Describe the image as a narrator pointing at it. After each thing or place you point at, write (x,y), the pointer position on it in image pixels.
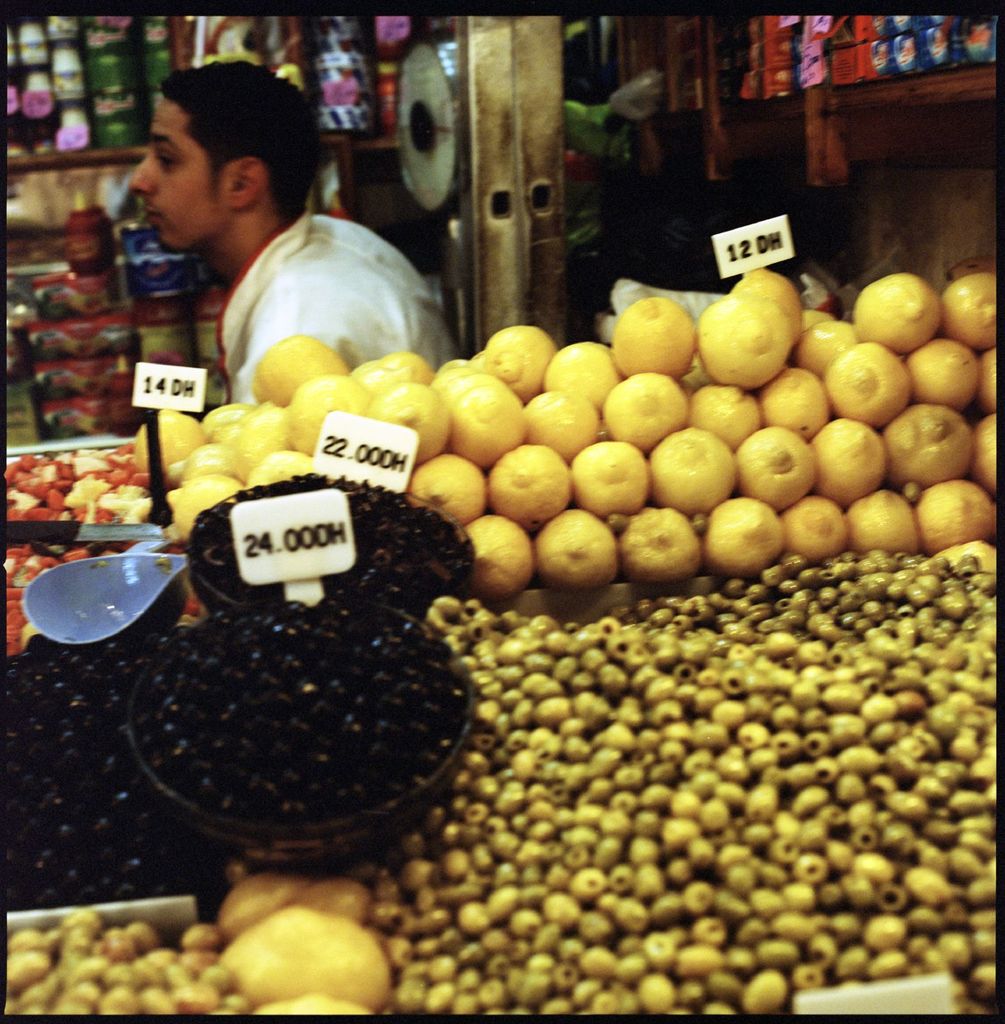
In this image I can see different types of food (525,777) and I can also see few white colour price tags (254,546). In the background (216,260) I can see a man (253,280) and I can see he is wearing white dress (326,306). I can also see few other stuffs (17,383) in background (484,191).
